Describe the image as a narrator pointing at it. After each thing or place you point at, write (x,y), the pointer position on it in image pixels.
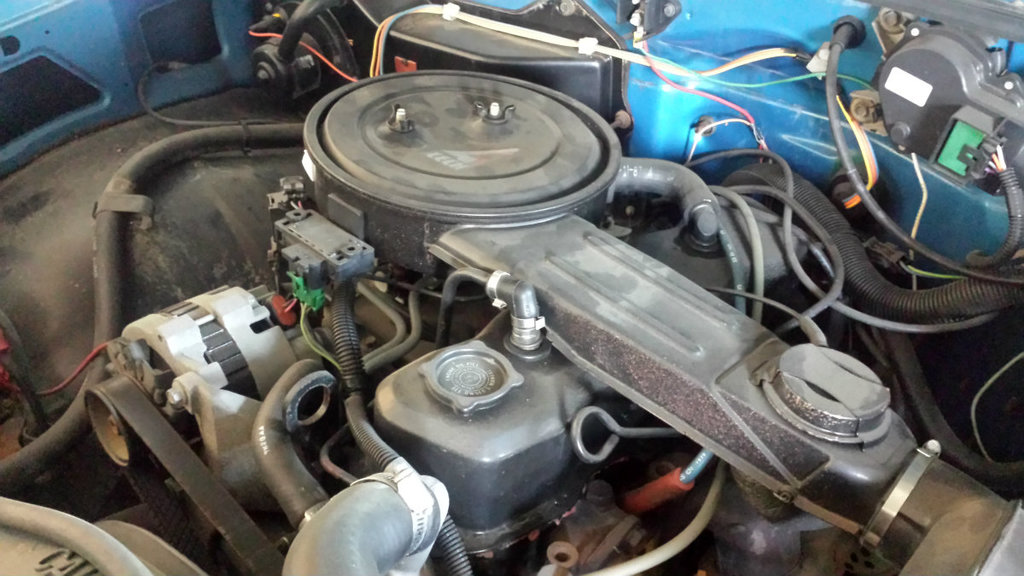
In this image I can see an engine (485,130) and few wires (796,313).
